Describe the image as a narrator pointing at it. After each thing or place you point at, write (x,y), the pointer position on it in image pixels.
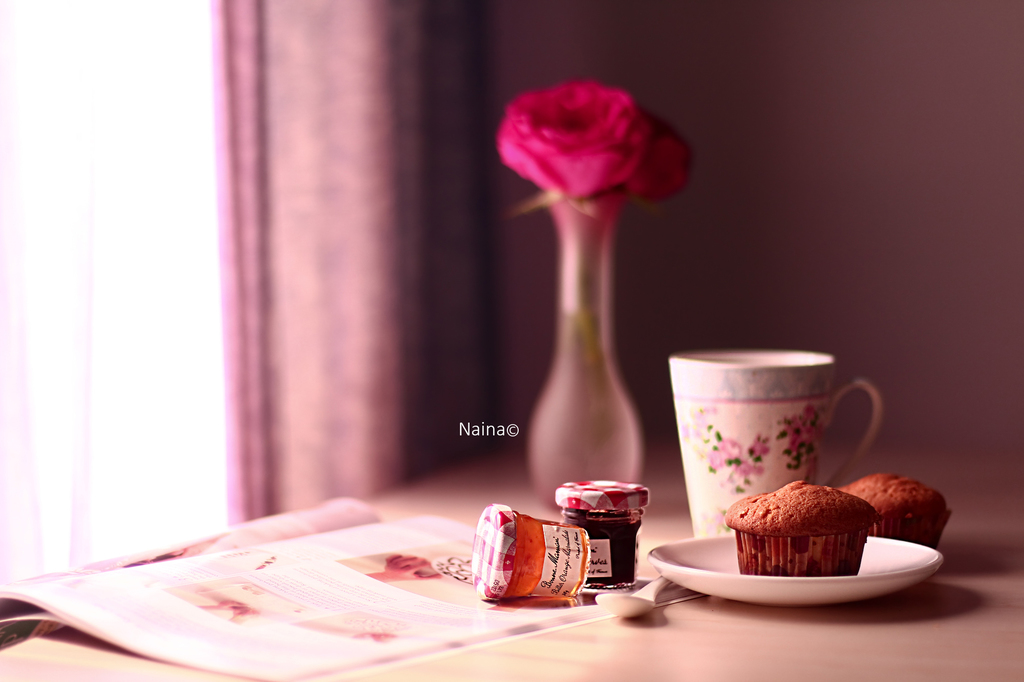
In this picture we can see a plate (736,573), a cake (741,557) on the plate (745,582), in the back side (732,412) there is a cup (733,430) and flower pot (604,235), in the left side of image (274,219) we can see a curtain (246,462), there is a paper (223,567) on the table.
